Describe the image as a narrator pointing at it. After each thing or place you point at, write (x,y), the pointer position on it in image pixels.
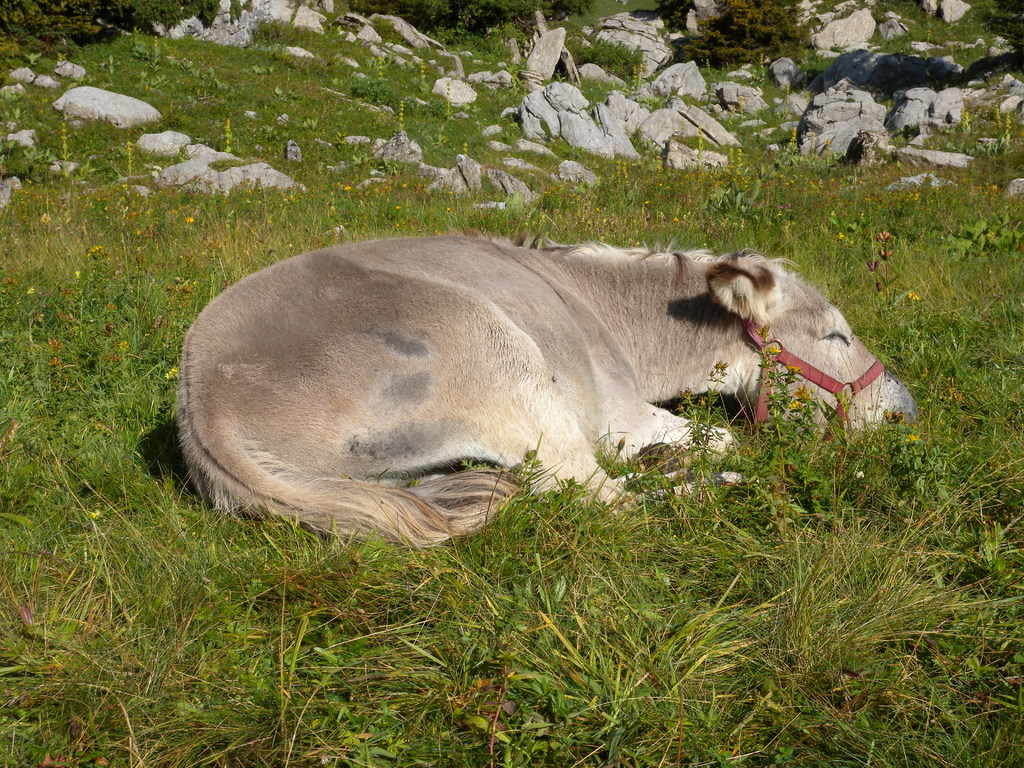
In this picture we can observe a donkey (560,370) sleeping on the ground (736,414) which is in grey color. We can observe some grass (548,530) on the ground (160,305). In the background (245,173) there are some stones (617,99).
